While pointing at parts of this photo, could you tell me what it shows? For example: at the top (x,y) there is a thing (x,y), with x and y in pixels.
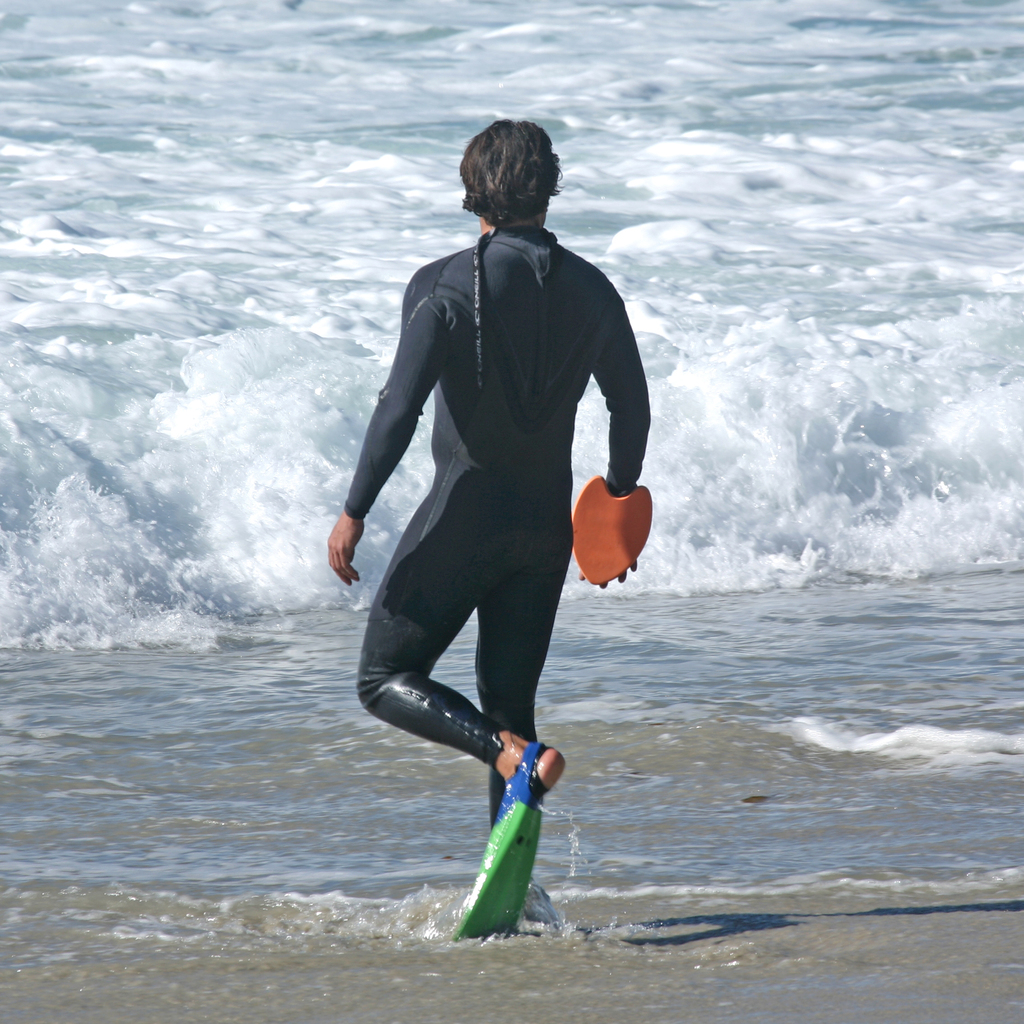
Here we can see a man (429,563) is in motion on the water (553,666) and he is holding an object (594,521) in his hand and there is a pad (492,836) to his leg (554,777). In the background (390,133) we can see water (130,329).
